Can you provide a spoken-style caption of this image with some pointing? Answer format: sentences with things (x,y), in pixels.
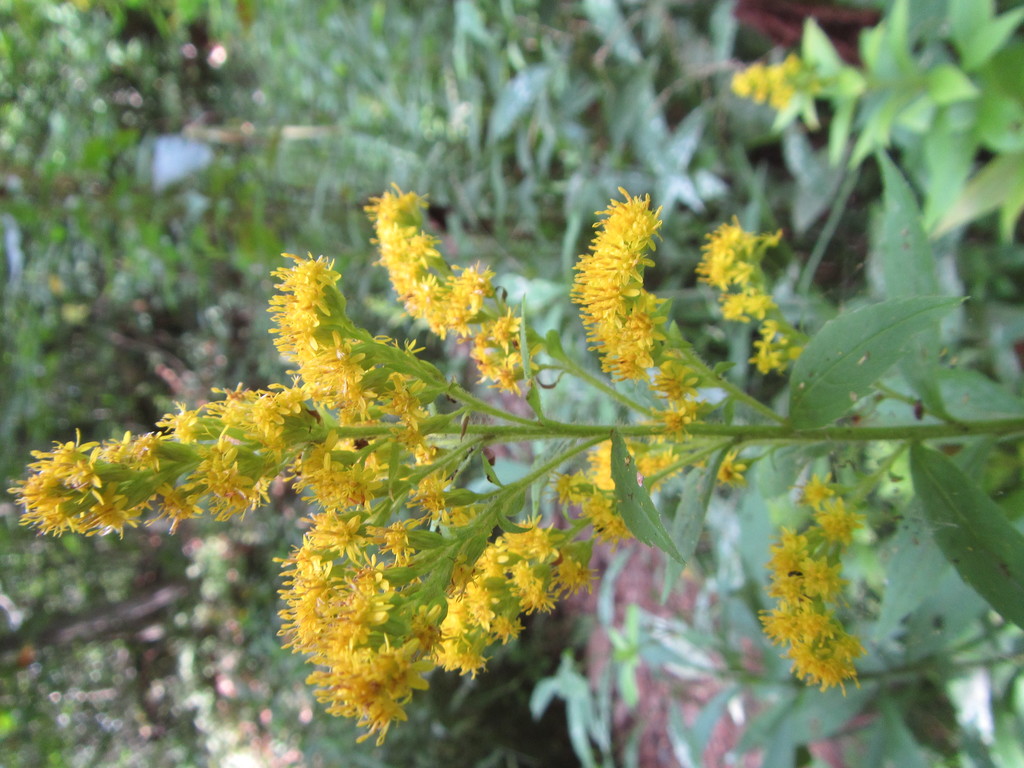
In this picture there is giant goldenrod plant (531,433) in the image and there are other plants (155,385) in the background area of the image (57,46).
